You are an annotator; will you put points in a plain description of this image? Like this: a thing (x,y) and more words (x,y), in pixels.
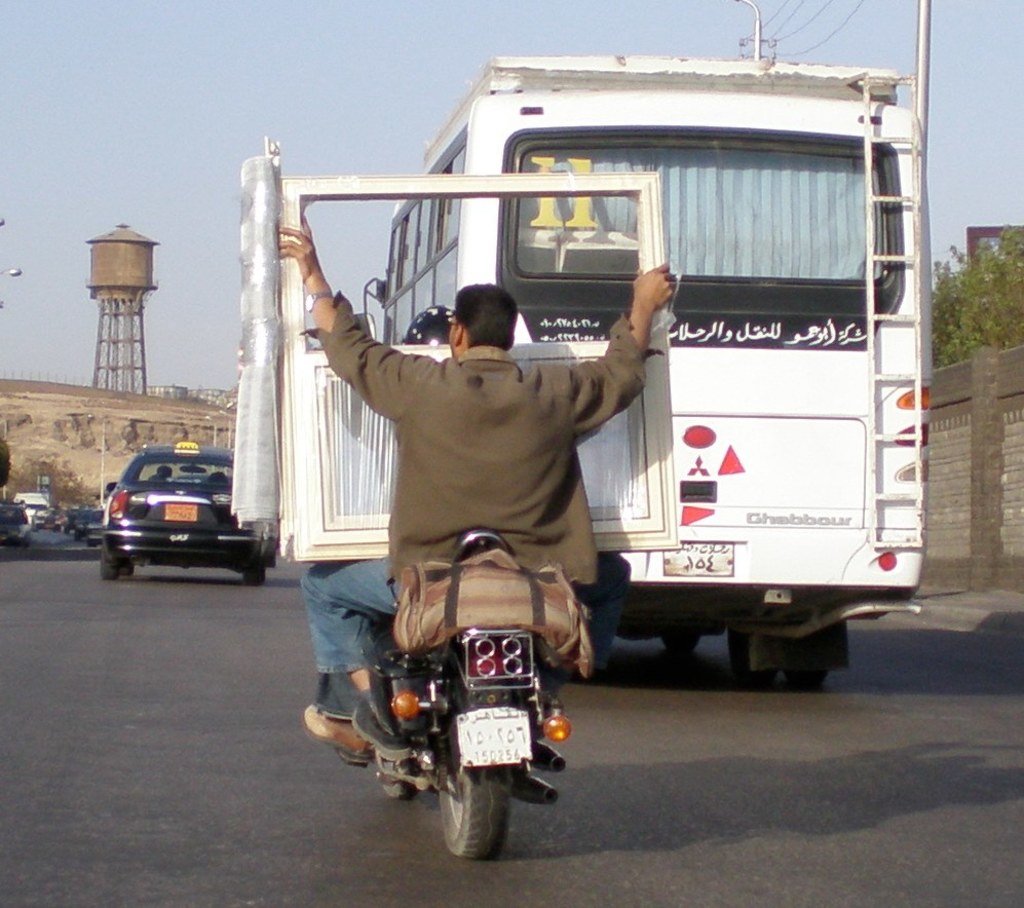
This picture is clicked outside the city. We see a man (329,717) riding motorcycle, the other man (455,406) sitting back is catching a window (325,537) or a wooden box (340,457). In front of them, we see a bus (775,230) on the road (170,676) and on the left side (155,452), we see a car (213,473) and in front of the car (182,457), we see many vehicles (82,512) moving on the road (73,552) and on background (48,339), we see a water tanker (144,271) and also sky (230,89) and in the right corner of this picture (968,461), we see a wall (951,466) and trees (953,300).
